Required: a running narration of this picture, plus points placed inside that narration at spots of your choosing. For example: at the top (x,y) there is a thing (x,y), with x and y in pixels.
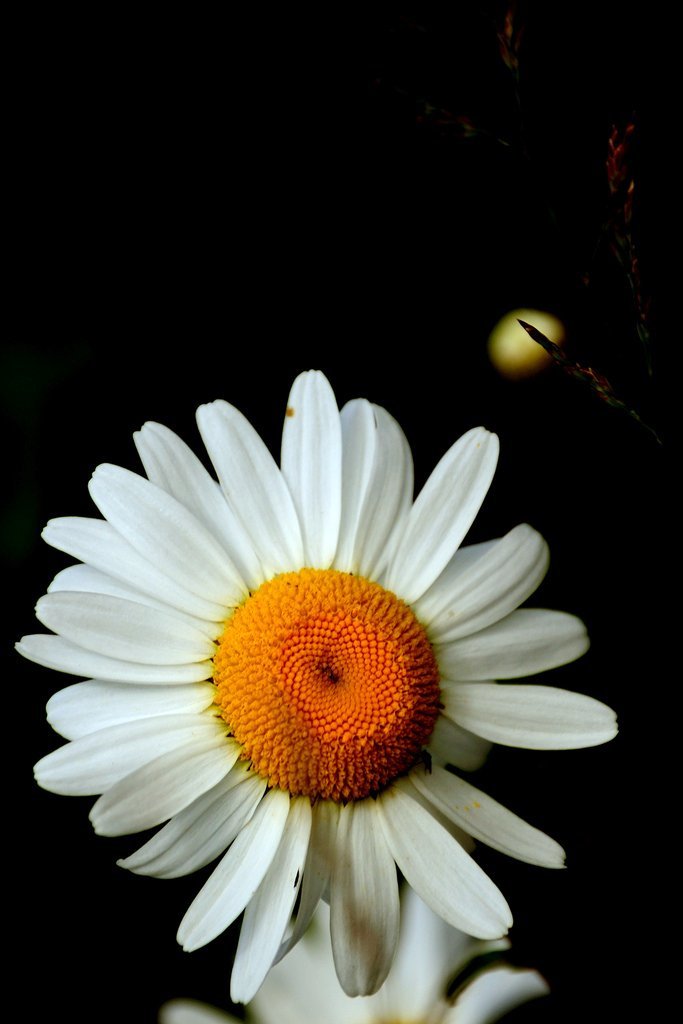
In the picture I can see a white color flower (258,713) and the background of the image (34,483) is dark. The bottom of the image (462,969) is slightly blurred, where I can see another flower (490,1013).
